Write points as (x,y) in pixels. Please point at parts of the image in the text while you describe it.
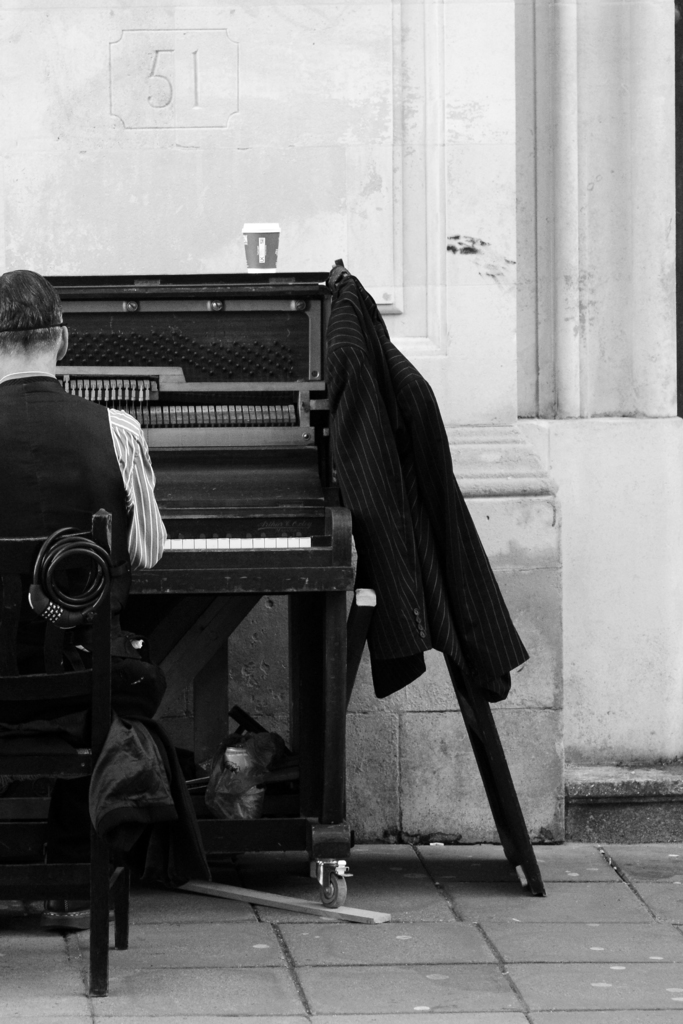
In this image, human (145,478) is sat on the chair (76,669). There is a musical player (267,580) in this image and suit (434,524). There is a wheel (329,896). We can see cup (262,236) is there on the piano (225,274). And background (349,154), there is a wall (541,303).
